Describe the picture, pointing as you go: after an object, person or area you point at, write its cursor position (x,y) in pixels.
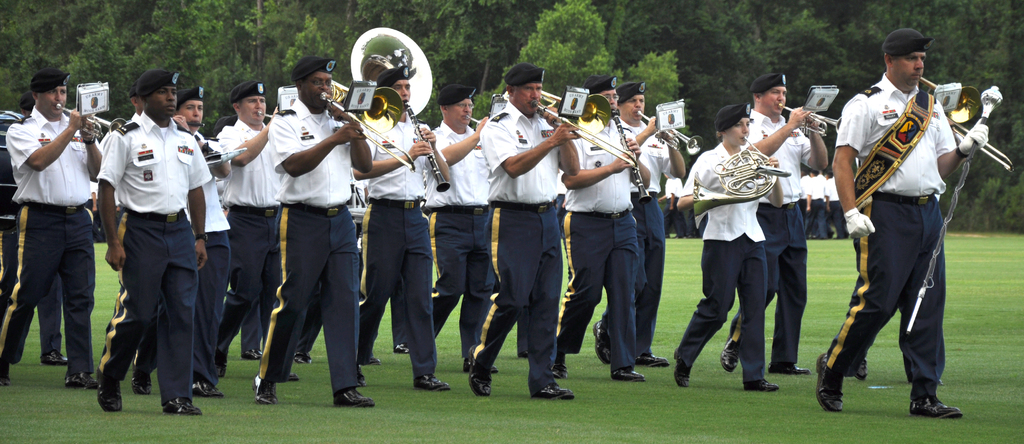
In the center of the image (497,229) a group of people (323,152) are walking and wearing a hat (540,71). And some of them are holding a musical instruments (740,172) in their hand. In the background of the image (664,48) we can see trees (696,46) are present. At the bottom of the image (659,409) grass (691,409) is present.
